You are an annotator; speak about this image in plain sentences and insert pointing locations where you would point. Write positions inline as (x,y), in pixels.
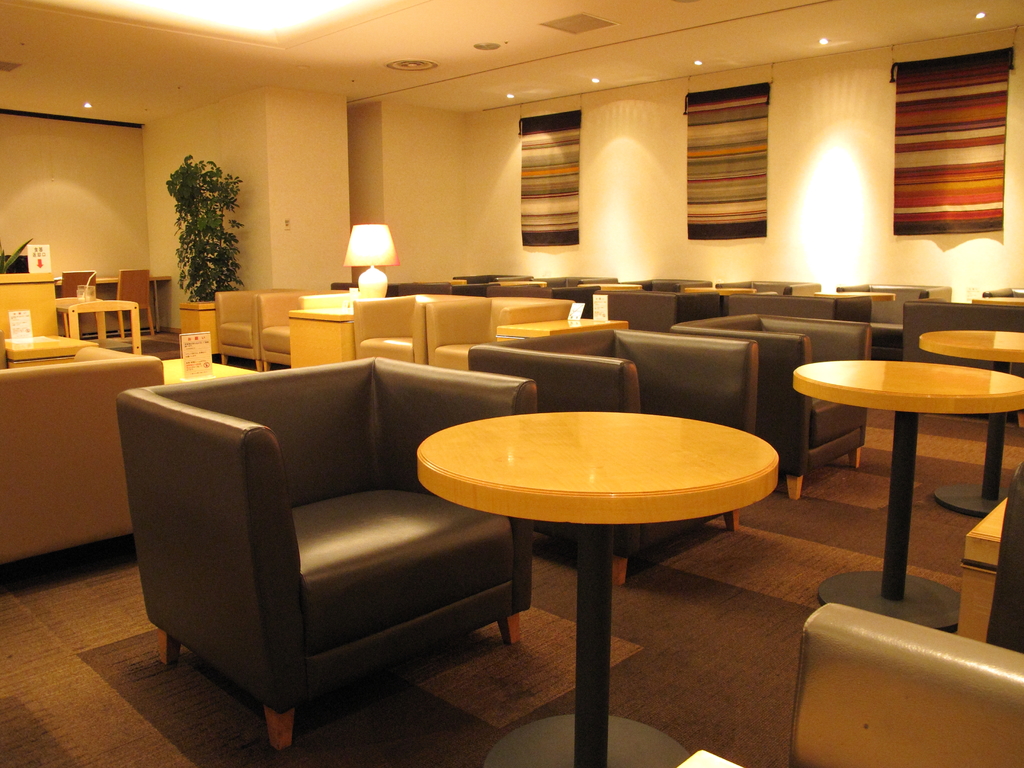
In this image we can see a couch (265,520), table (624,507) and a flower pot (207,266). In the background (425,172) we can see a wall (418,213) and a lamp (385,260) on the table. There are curtains (733,149) on the wall (662,165).
